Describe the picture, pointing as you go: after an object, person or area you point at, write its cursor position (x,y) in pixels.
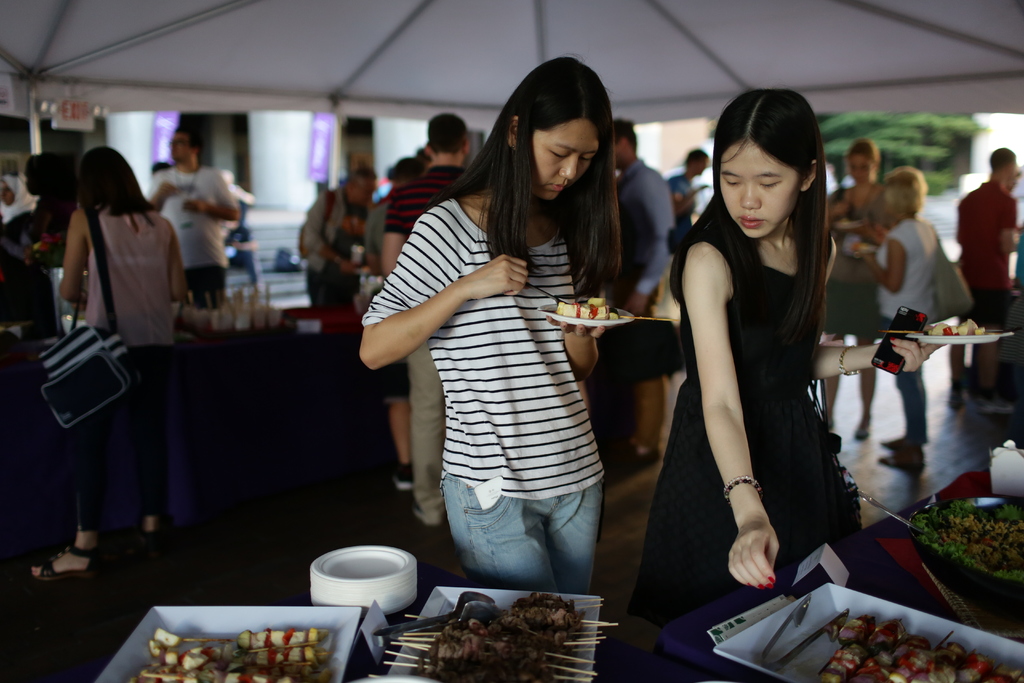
At the top of the image (455,41) I can see the tent (608,19). Here I can see two women (540,410) standing and holding the plates (579,323) in the hands (579,336). On the plates (961,342) I can see some food items (568,311). At the bottom (917,590) there is a table (898,587) which is covered with a cloth (910,566) and there are some trays (335,639), papers (821,562) and some other objects (946,553) are placed on this table (894,563). On the trays (501,652) I can see some different food items (280,659). in the background (306,241) I can see a crowd of people (242,249) standing and also there are some tables (353,317). In the background (217,127) there are few pillars (287,139). It seems like a building (265,141). On the right side (918,127) there are few trees (901,125).
